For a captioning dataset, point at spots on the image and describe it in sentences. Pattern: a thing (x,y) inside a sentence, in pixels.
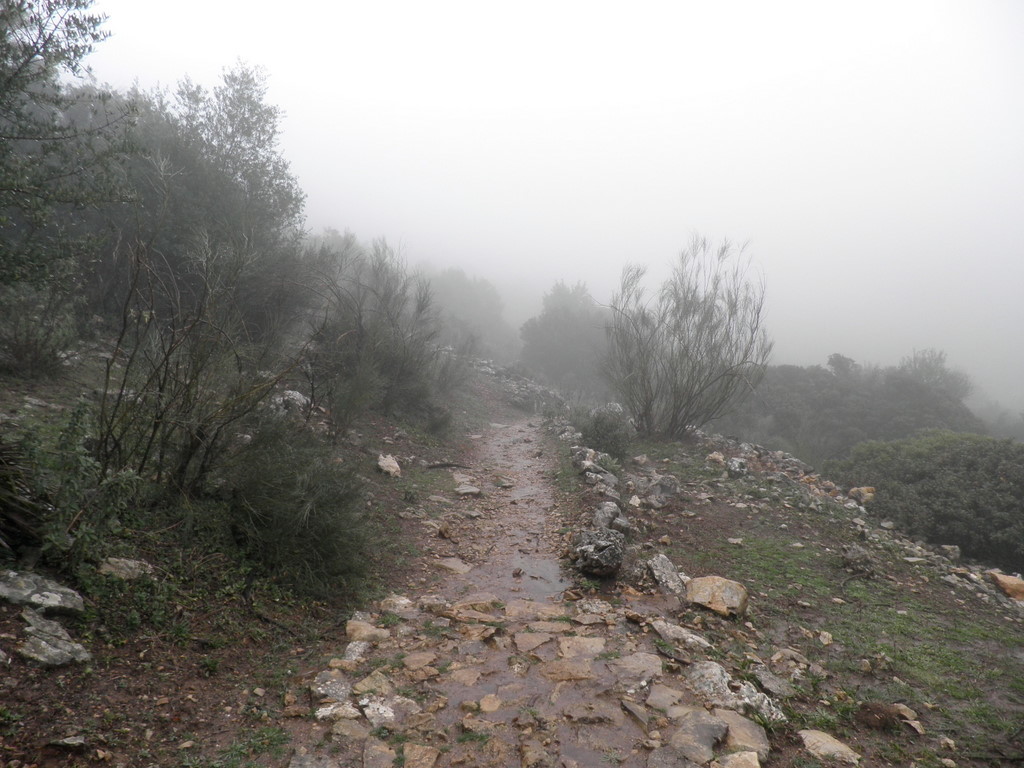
In this picture we can see there are stones (466,625), plants (348,331), trees (850,381) and fog (370,229).
